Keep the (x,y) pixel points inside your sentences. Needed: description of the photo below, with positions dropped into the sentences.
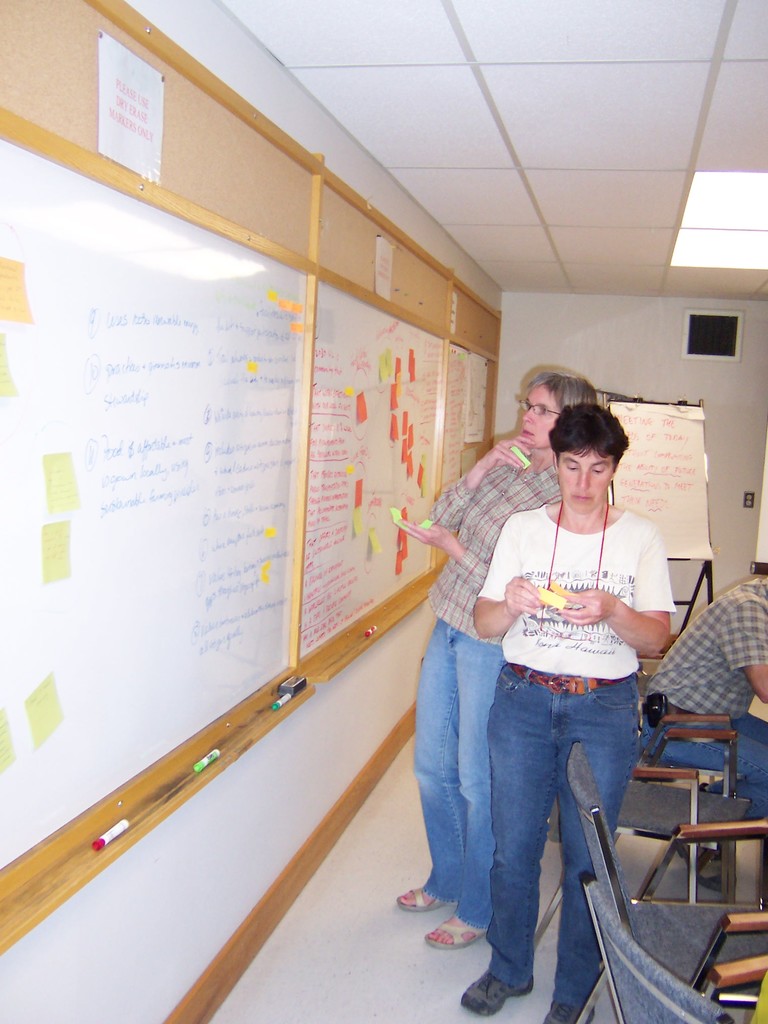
In this picture we can see three persons (609,785) where one person (718,650) is sitting on chair (721,729) and other two are standing, one looking at board (133,367) and in background (690,501) we can see notice (687,545), wall (575,337), light (730,192).
